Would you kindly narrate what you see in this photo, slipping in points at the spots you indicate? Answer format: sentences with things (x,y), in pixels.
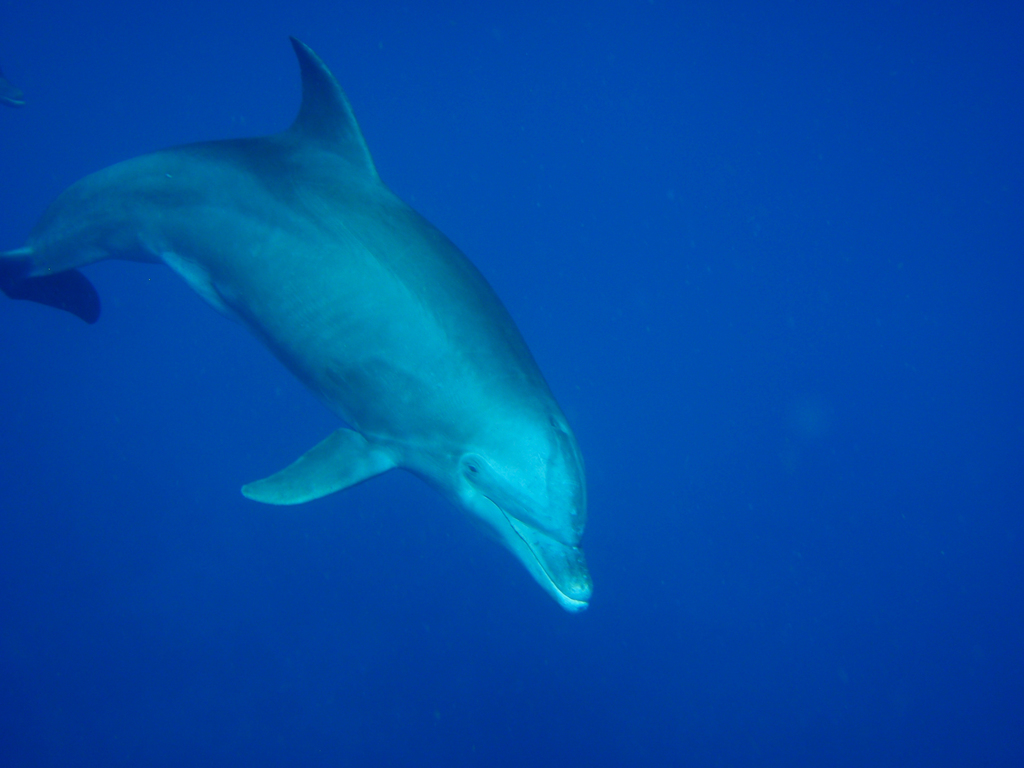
This image consists of a dolphin (432,427) in the water (716,613). The background (29,412) is blue in color.
